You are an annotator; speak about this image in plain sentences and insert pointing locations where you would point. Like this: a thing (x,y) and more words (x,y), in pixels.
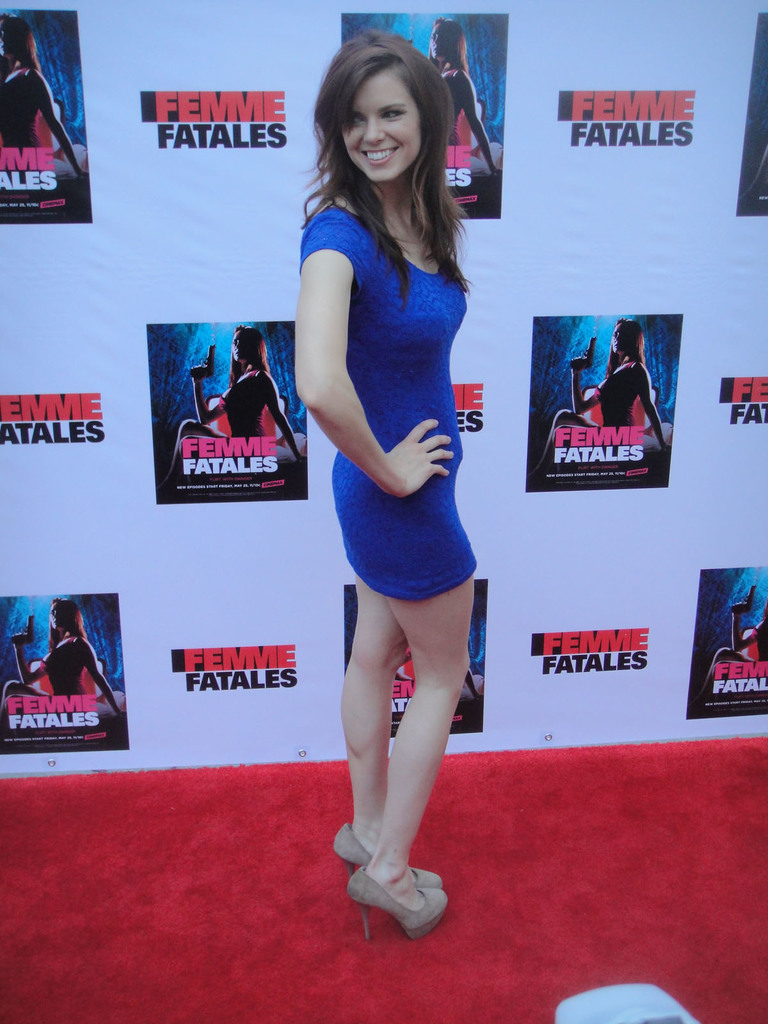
In this picture there is a girl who is standing in the center of the image (367,636) and there is a red color rug (147,830) at the bottom side of the image (284,836) and there is a poster (16,180) in the background area of the image (48,173).
